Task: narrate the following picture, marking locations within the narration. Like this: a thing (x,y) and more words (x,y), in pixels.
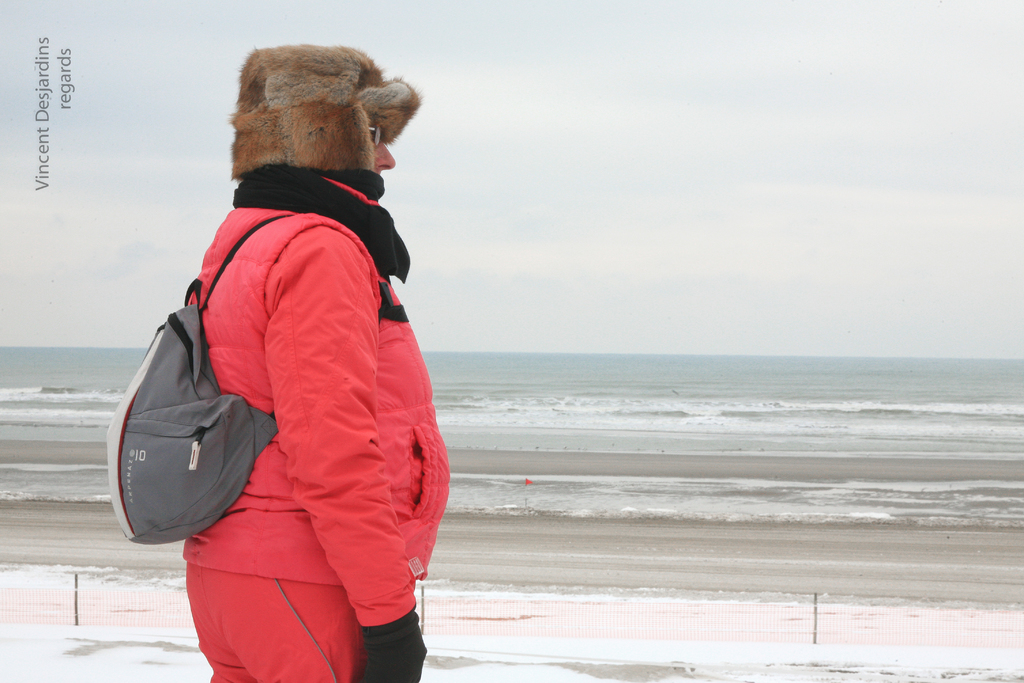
In this image we can see a person (276,356) wearing cap (291,150), specs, gloves (394,660) and a bag (173,402). In the back (584,431) there is water (642,355) and sky (671,158). And there is a watermark (43,110) in the left top corner (47,139).
